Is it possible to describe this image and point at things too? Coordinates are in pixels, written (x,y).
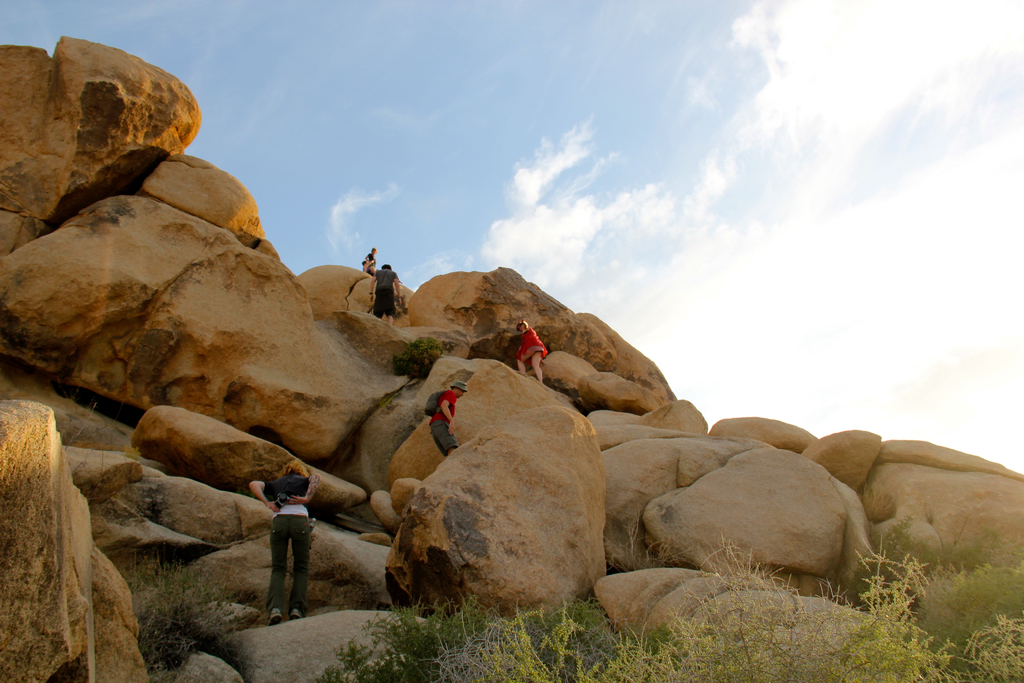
In this image we can see people (301,601) climbing rocks (315,493). At the bottom (391,665) there are trees (788,613). In the background (609,269) there is sky (536,45).
